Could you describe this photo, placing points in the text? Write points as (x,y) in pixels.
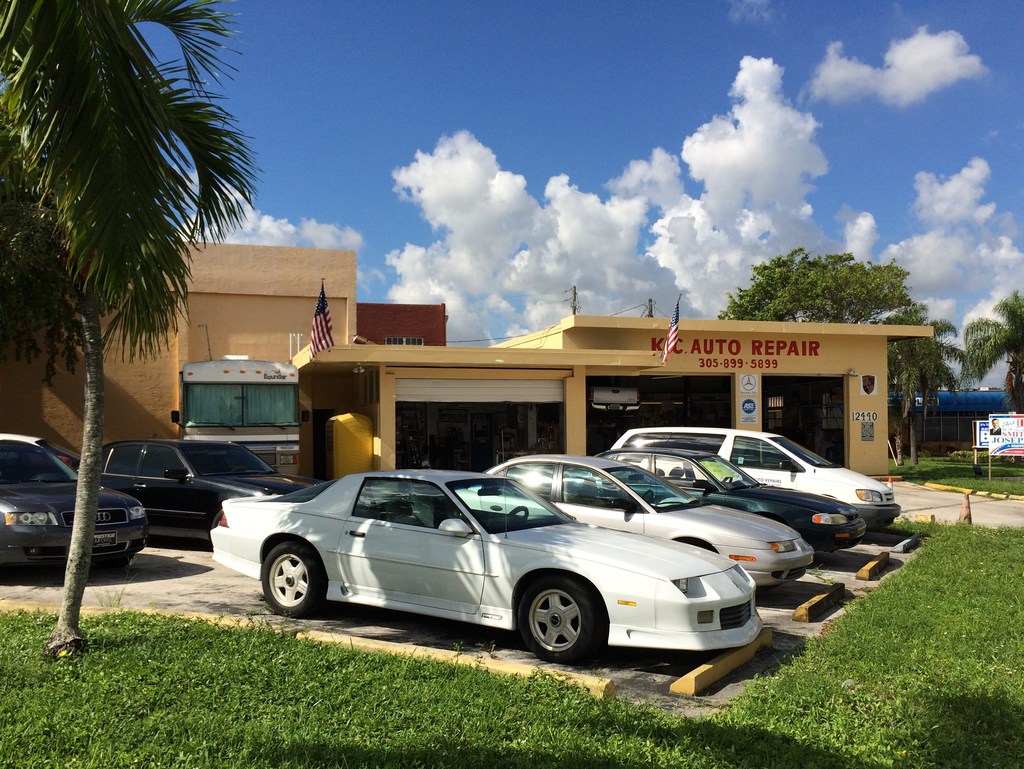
In this image, we can see cars (540,515) in front of the building (798,372). There is a grass (867,693) on the ground (262,679). There is tree (81,324) on the left (95,335) and on the right side of the image (912,374). There are flags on the building (434,353). There is a sky (648,281) at the top of the image (700,107).
